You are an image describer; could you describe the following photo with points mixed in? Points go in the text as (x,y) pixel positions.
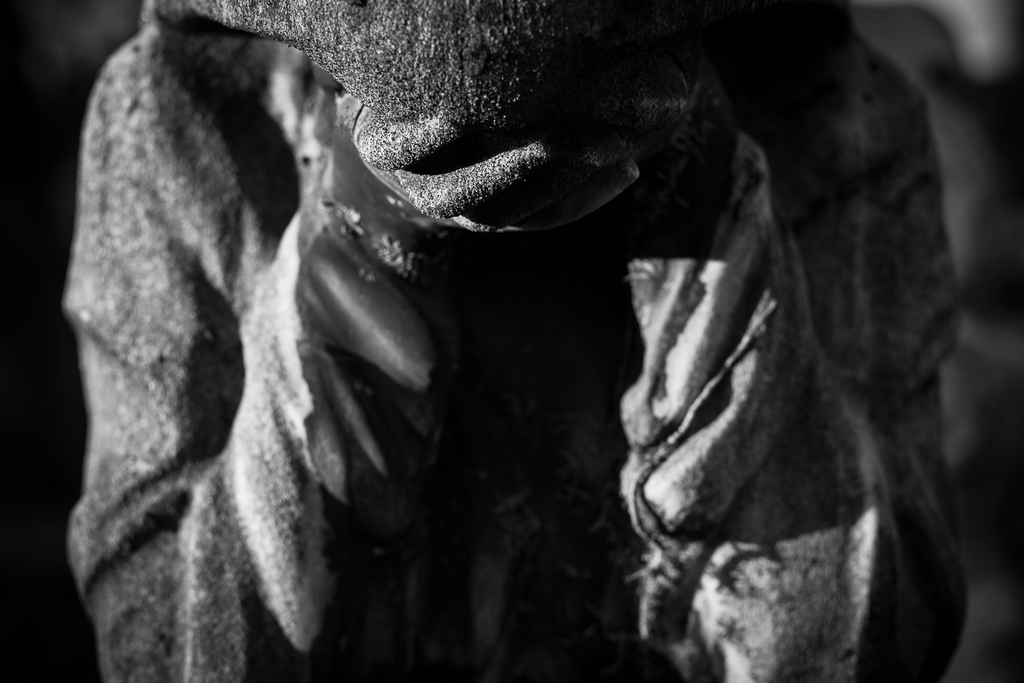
I see this is a black and white picture and I see a thing (496,267) over here.
